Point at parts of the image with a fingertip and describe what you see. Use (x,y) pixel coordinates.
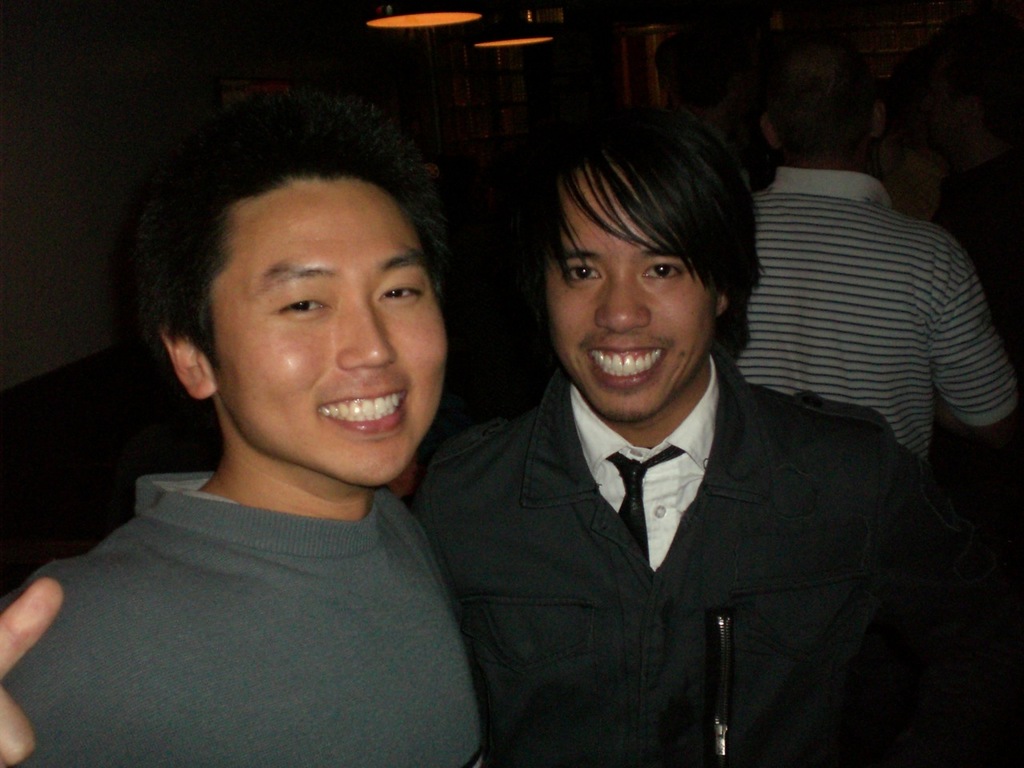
In this image I can see few people (437,221) are standing and here I can see a smile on their faces (690,326). I can also see this image is little bit in dark from background (387,2).
